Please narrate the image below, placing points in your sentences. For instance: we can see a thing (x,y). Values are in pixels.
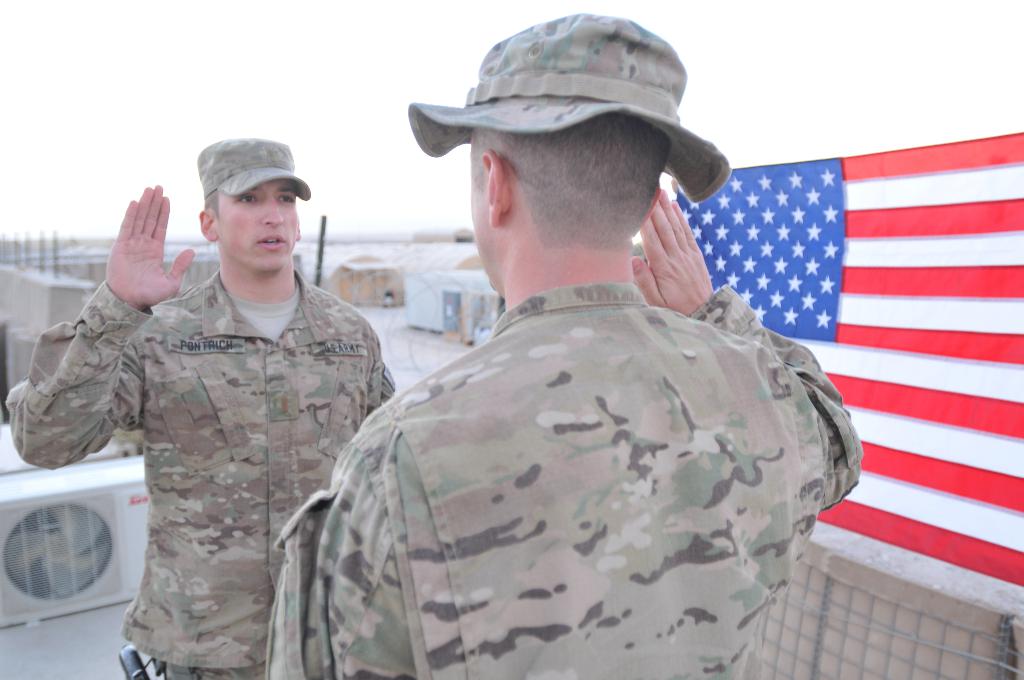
In this image we can see two persons (637,356) and they both wearing uniform (484,558) and we can see a flag (930,458) on the right side of the image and there is an air conditioner (6,608) on the left side of the image (135,535). At the top (478,32) we can see the sky (411,28).
